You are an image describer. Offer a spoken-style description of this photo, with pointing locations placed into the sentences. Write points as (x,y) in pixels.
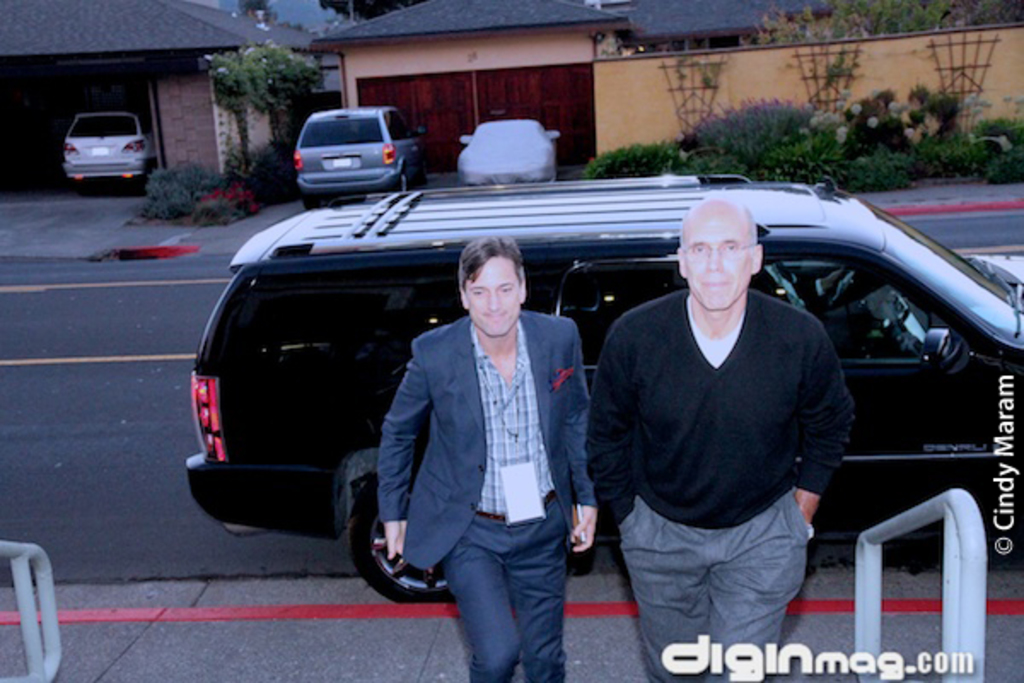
There are two men (623,480) standing at the bottom of this image (592,527). We can see vehicles (359,298) and a road (107,411) in the middle of this image (645,259). There are houses (559,79) and plants (741,136) present at the top of this image (538,49). There is a watermark (1013,468) on the right side of this image (1006,470) and at the bottom of this image (884,658) as well.
